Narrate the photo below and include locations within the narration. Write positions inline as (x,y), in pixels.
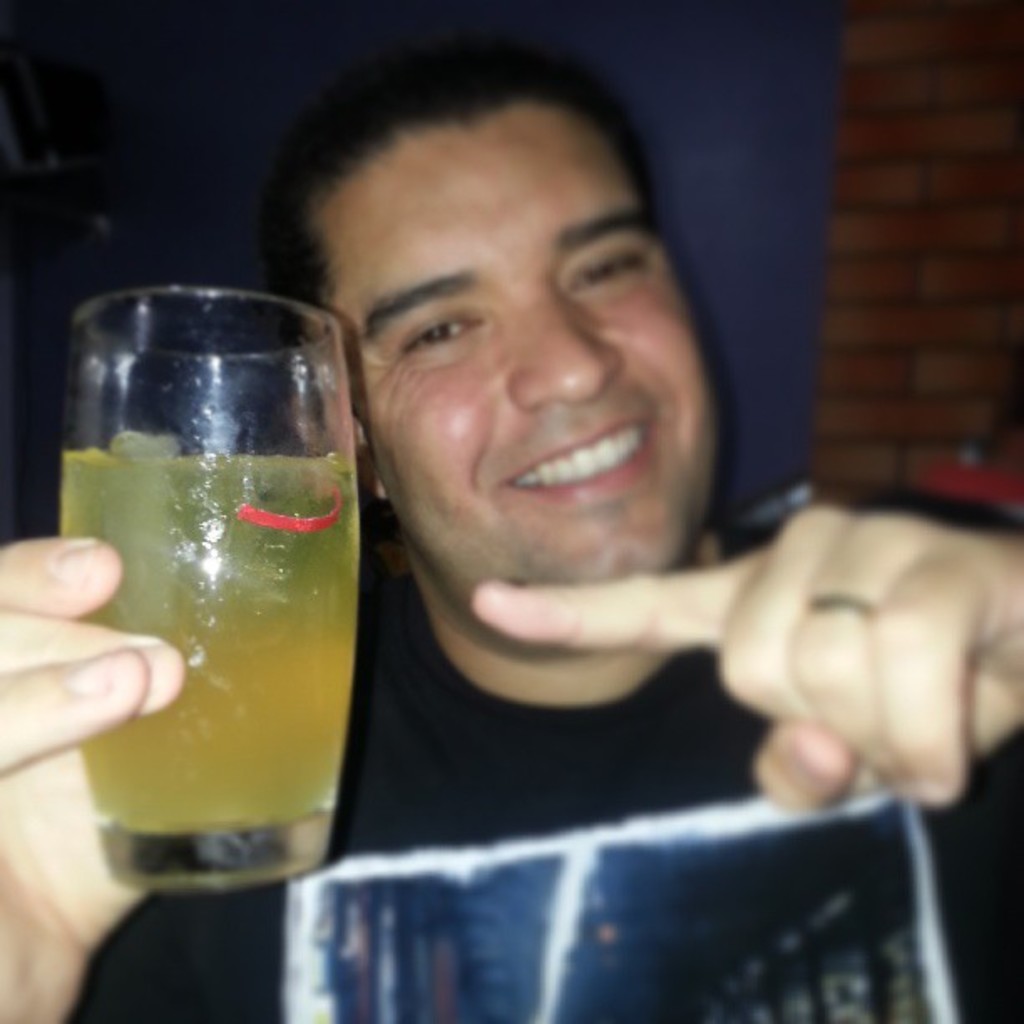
In this image I can see a person (561,435) smiling and holding the glass (277,504).
